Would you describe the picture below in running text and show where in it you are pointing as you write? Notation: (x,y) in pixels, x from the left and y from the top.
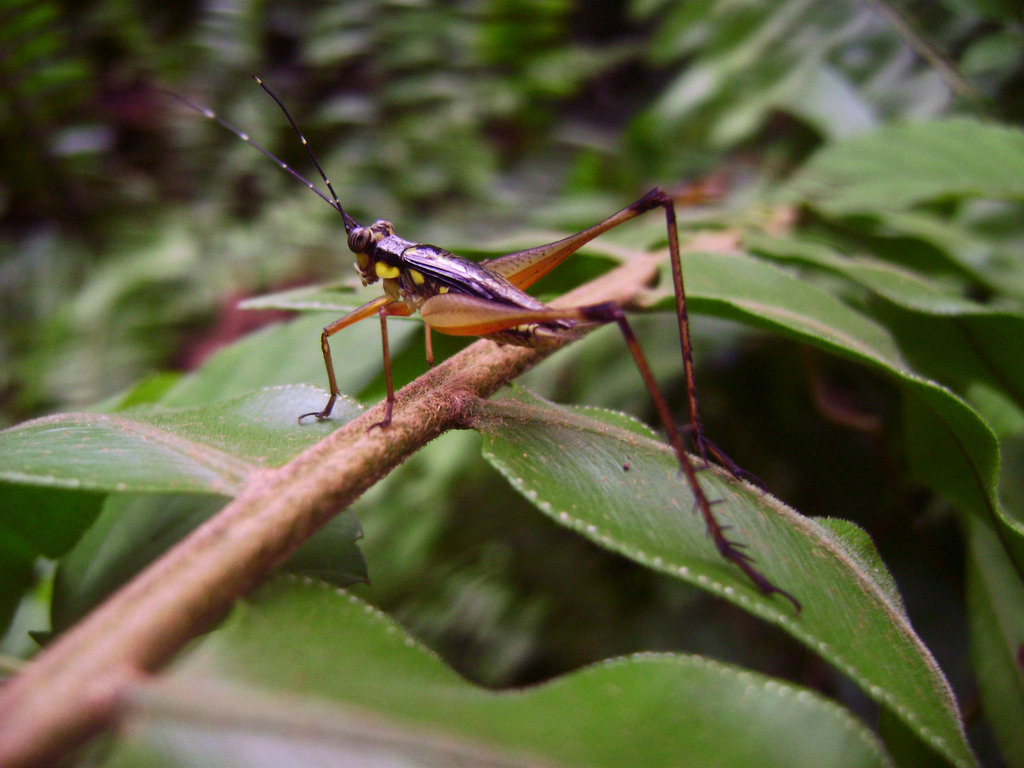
In the picture we can see a plant (712,585) with leaves (999,713) on it, we can see an insect (762,589) with long legs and behind the plant (750,545) we can see many plants (174,259) which are not clearly visible.
